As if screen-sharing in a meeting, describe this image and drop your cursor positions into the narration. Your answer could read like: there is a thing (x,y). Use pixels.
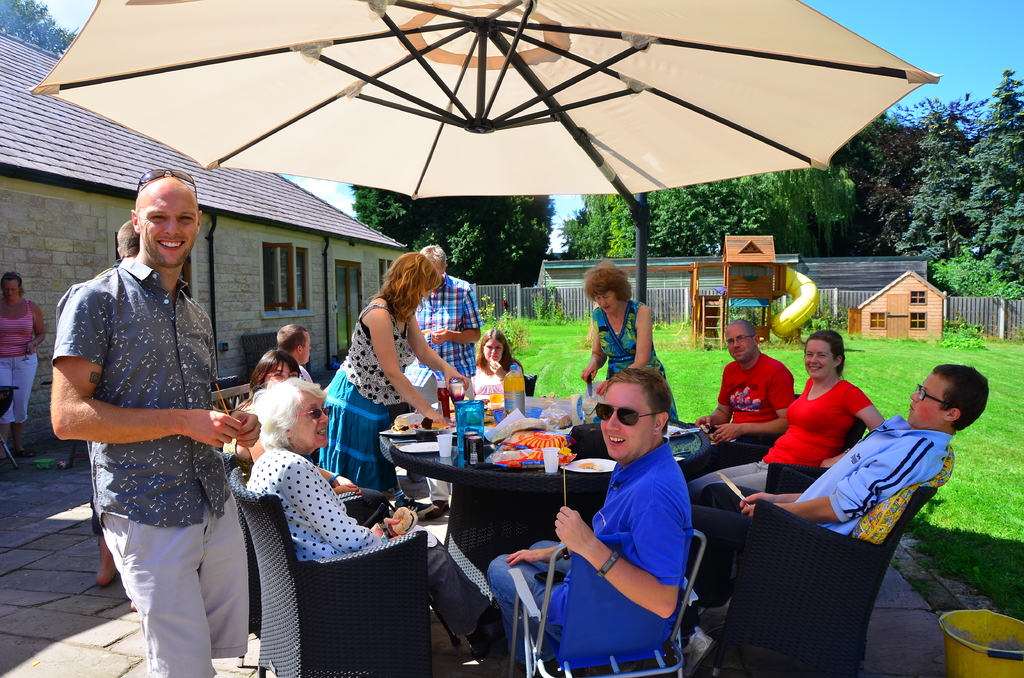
This picture is clicked outside the room (62,262). Here, we see many people (653,531) sitting on chair (518,583) around the table (496,488). On table (534,520) glass (484,417), water bottle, coke bottle (475,448), paper (498,426) and plastic cover (516,460). Above the table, we see a white umbrella (426,165). Behind these people (953,369), we see a garden (954,343) and behind that, we see trees (758,223). On the left top of the picture (49,212), we see a house (71,161) with grey roof (63,142).
